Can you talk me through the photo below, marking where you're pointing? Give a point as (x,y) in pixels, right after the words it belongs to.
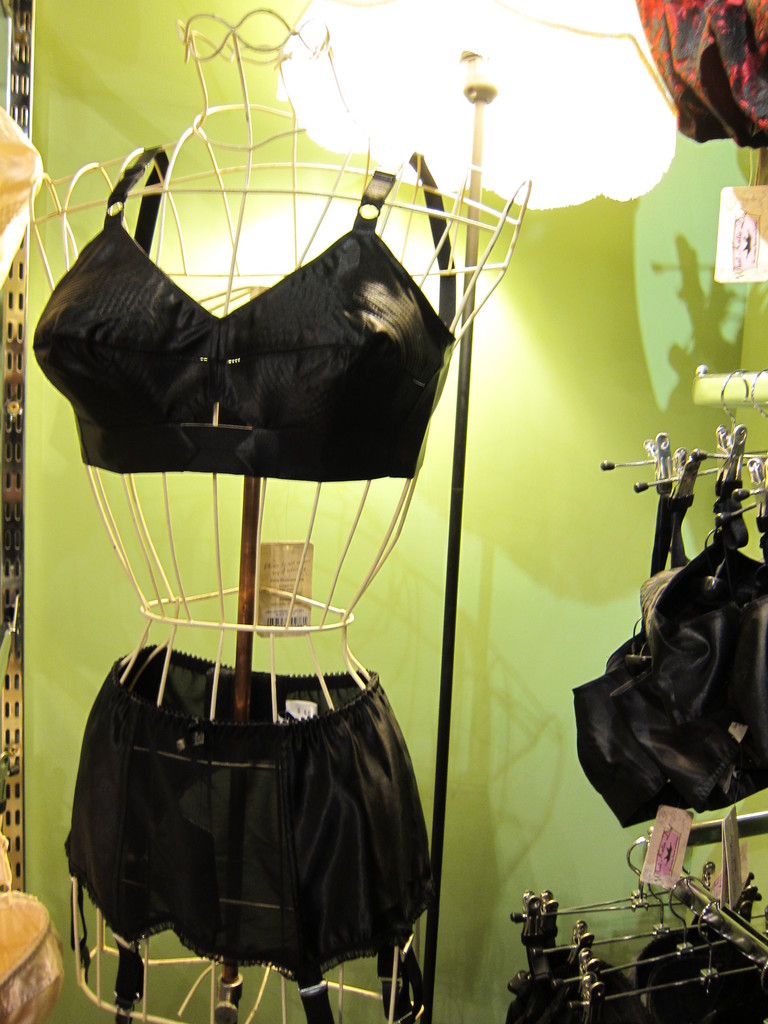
In this picture there is a dress (419,819) on the object (322,95). On the right side of the image (728,545) there are clothes (718,545) on the rod (709,898). At the back (532,354) there is a lamp (444,42) and wall (115,129).
